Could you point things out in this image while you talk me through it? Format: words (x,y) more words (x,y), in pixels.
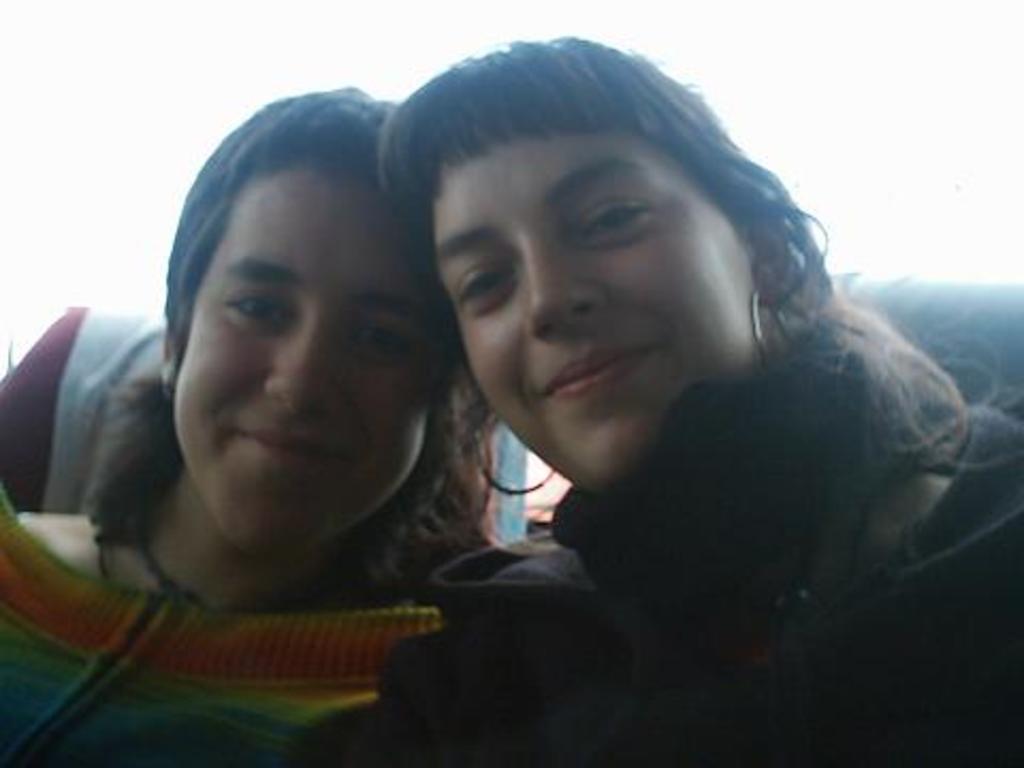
In this image I can see two people (411,483).
